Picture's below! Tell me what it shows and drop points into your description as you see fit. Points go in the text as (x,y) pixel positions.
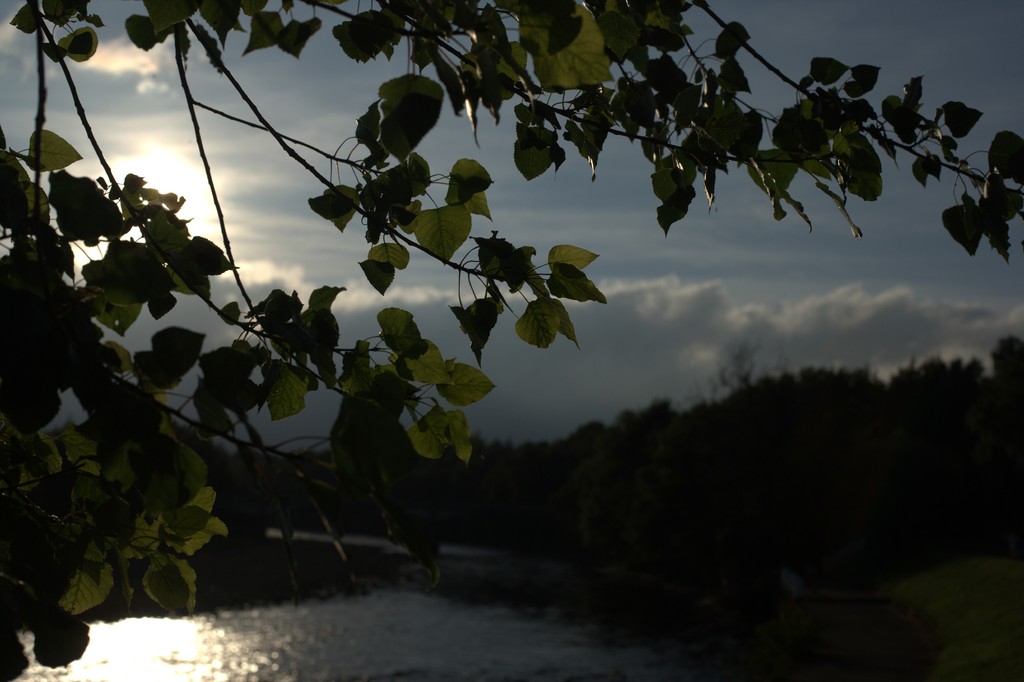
In this image I can see few trees (535,528) and water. The sky (436,262) is in blue and white color.
